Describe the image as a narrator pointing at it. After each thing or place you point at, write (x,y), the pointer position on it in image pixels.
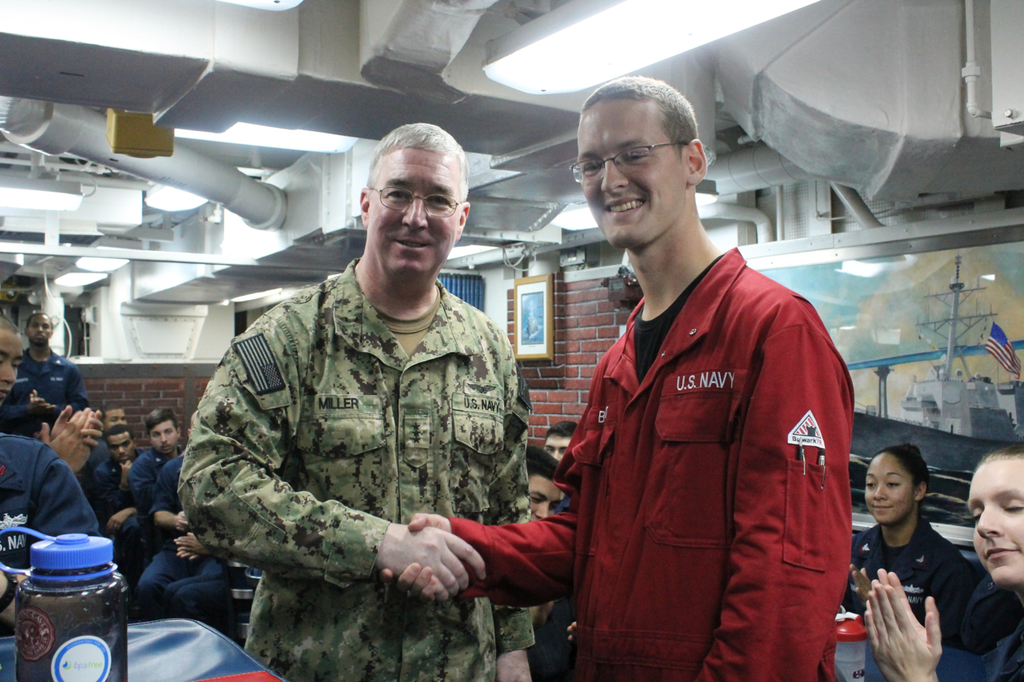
In this image we can see a few people (329,357), among them some are sitting and standing, around them there are some objects (536,312), on the top (232,204) we can see few pipes (258,208) and lights (569,58).
